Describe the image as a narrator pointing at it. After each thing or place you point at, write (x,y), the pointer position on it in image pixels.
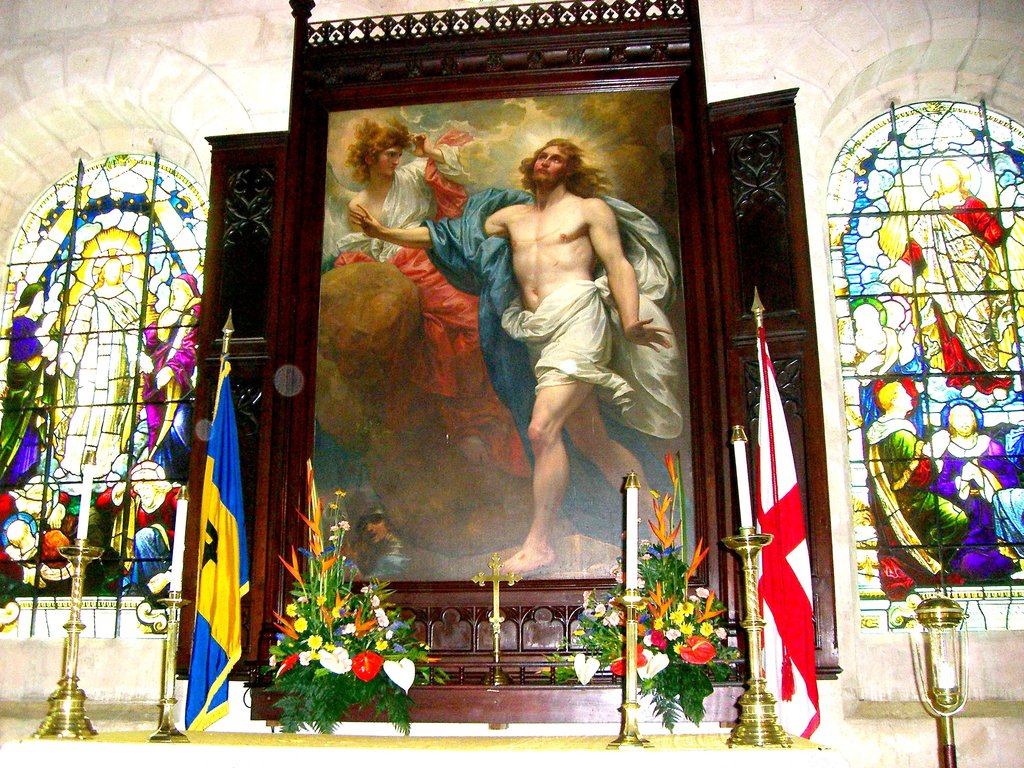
In this picture there are flags (204,600), candles (635,673) and flower vases (690,600) in the foreground (218,592) and there is a painting (362,537) of two people (641,282) on the board (292,191) and there are stained windows (991,339). At the bottom (674,750) there is a table (674,750).
